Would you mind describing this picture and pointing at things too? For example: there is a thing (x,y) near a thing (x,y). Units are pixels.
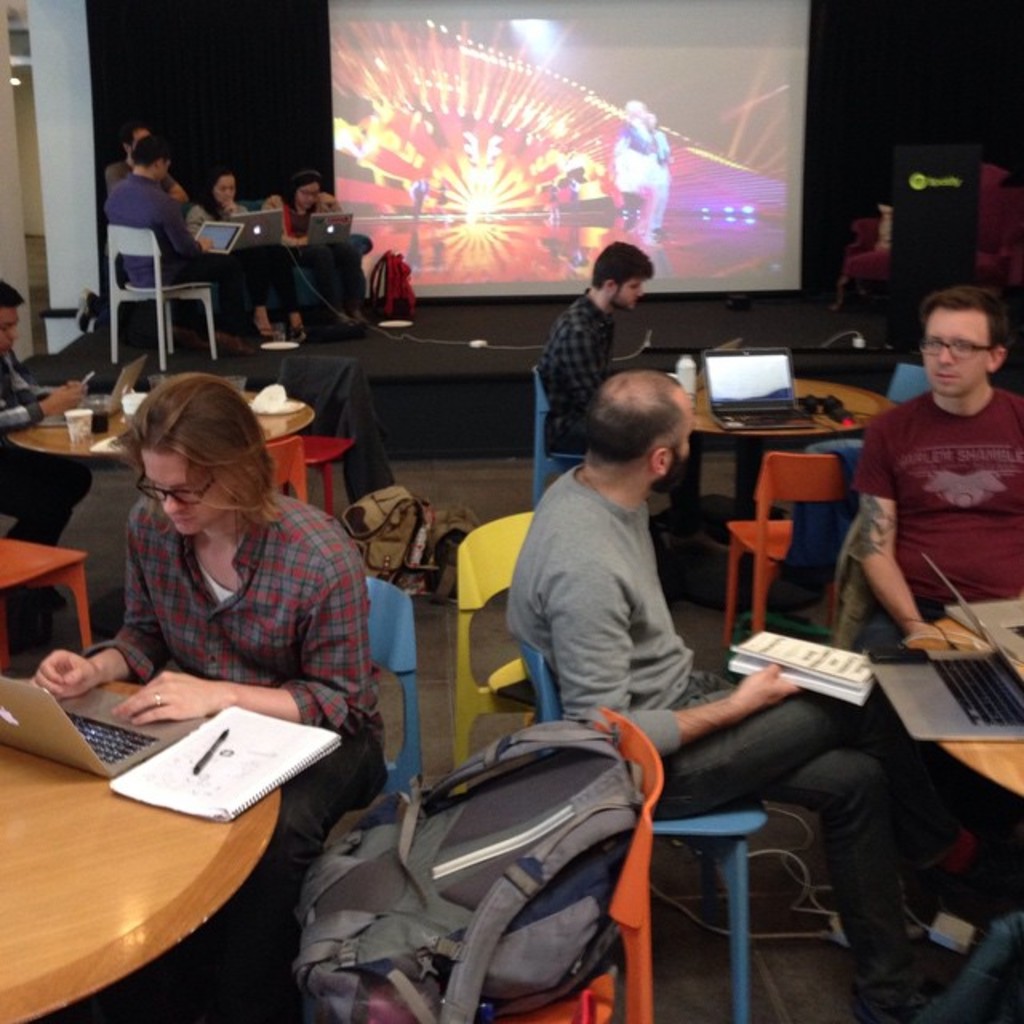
In this picture there are several people (895,421) sitting on a table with their laptops (95,767) and notebooks (197,775). In the background (415,86) we also observe a projector screen (613,240).
